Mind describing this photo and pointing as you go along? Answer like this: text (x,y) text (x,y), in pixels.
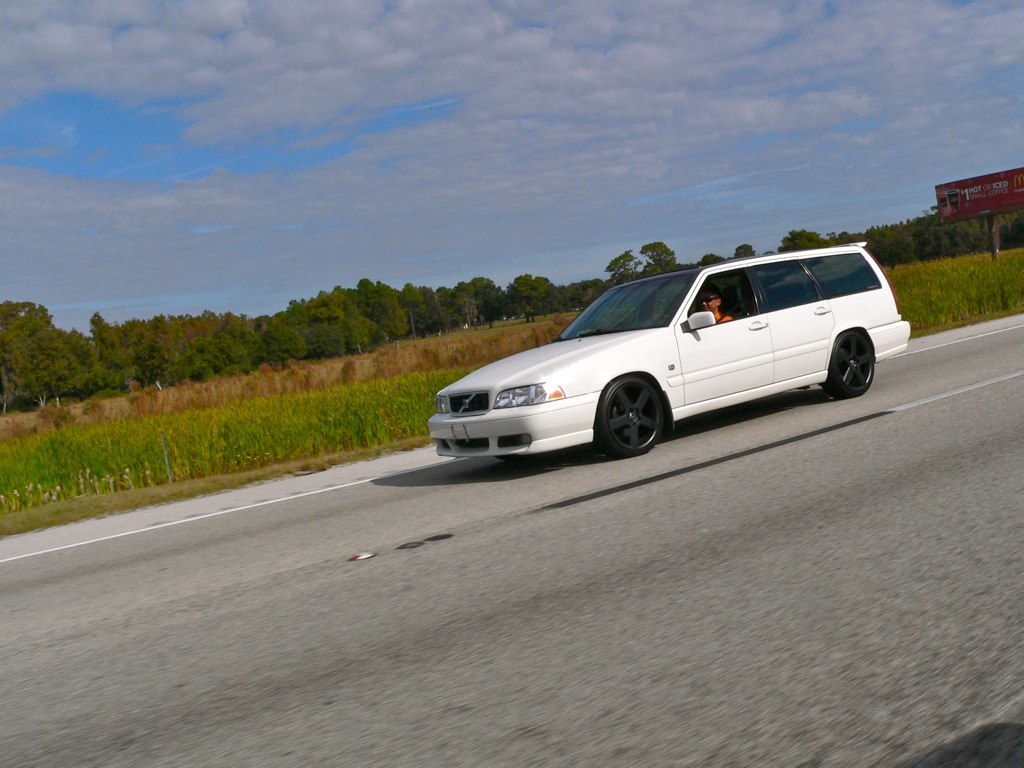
There is a person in a car (611,372) on the right side of the image (872,324) and there is greenery (160,375), sign board (953,208) and sky (482,93) in the background area (493,123).
